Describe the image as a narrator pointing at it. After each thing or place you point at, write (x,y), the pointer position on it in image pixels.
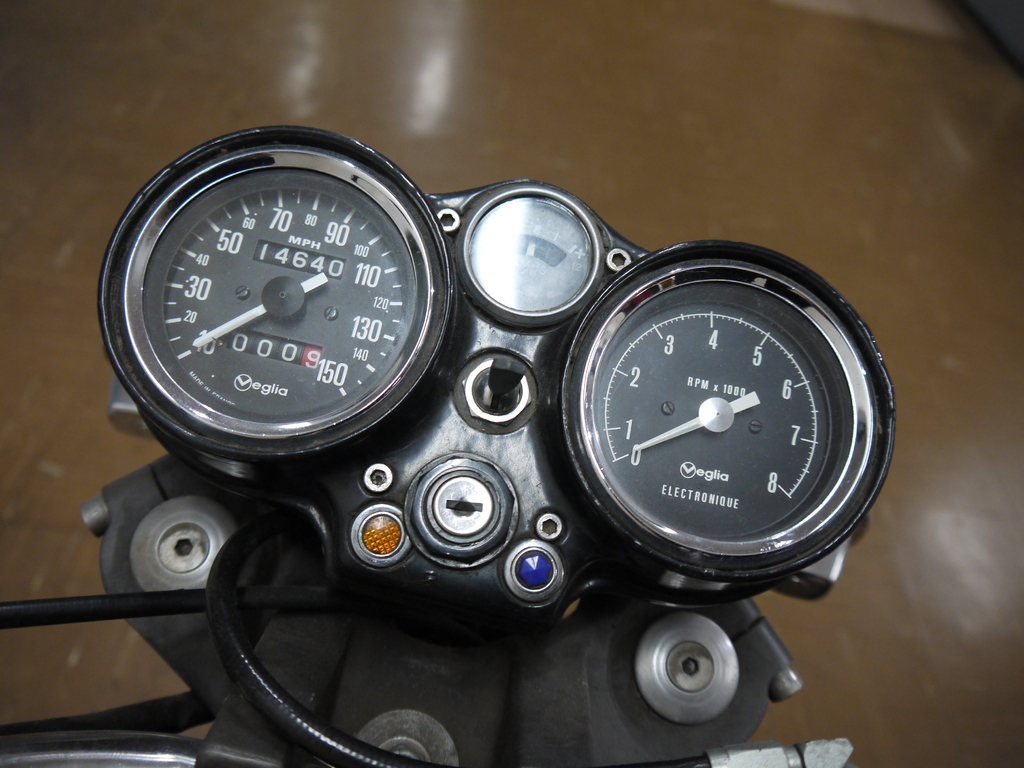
Here in this picture we can see speedometers (294,349) and a key hole (470,522) and other wires (321,599) present over a place on the floor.
